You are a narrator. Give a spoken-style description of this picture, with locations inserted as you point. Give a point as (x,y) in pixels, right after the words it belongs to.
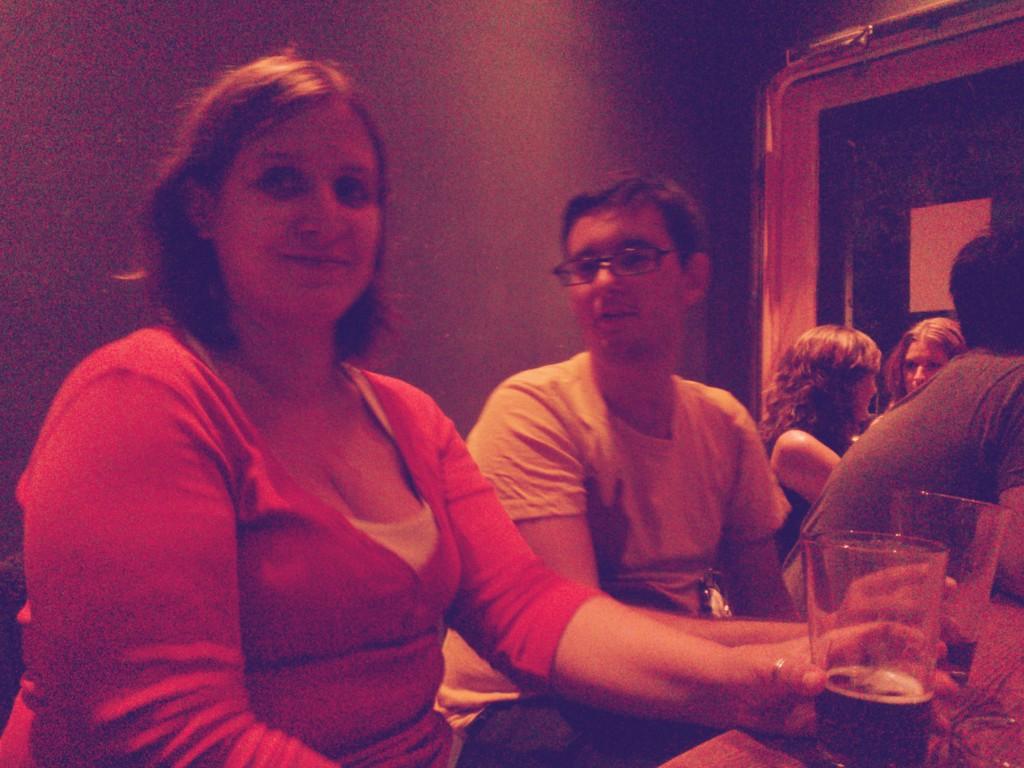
In this image I can see five persons (624,369) are sitting and in the centre (562,378) I can see one of them is wearing a specs (579,263). On the bottom right side of this image (844,559) I can see two glasses (966,548) and I can see two persons (737,683) are holding these glasses (889,725). I can also see black colour liquid (889,746) in these glasses (854,650).
